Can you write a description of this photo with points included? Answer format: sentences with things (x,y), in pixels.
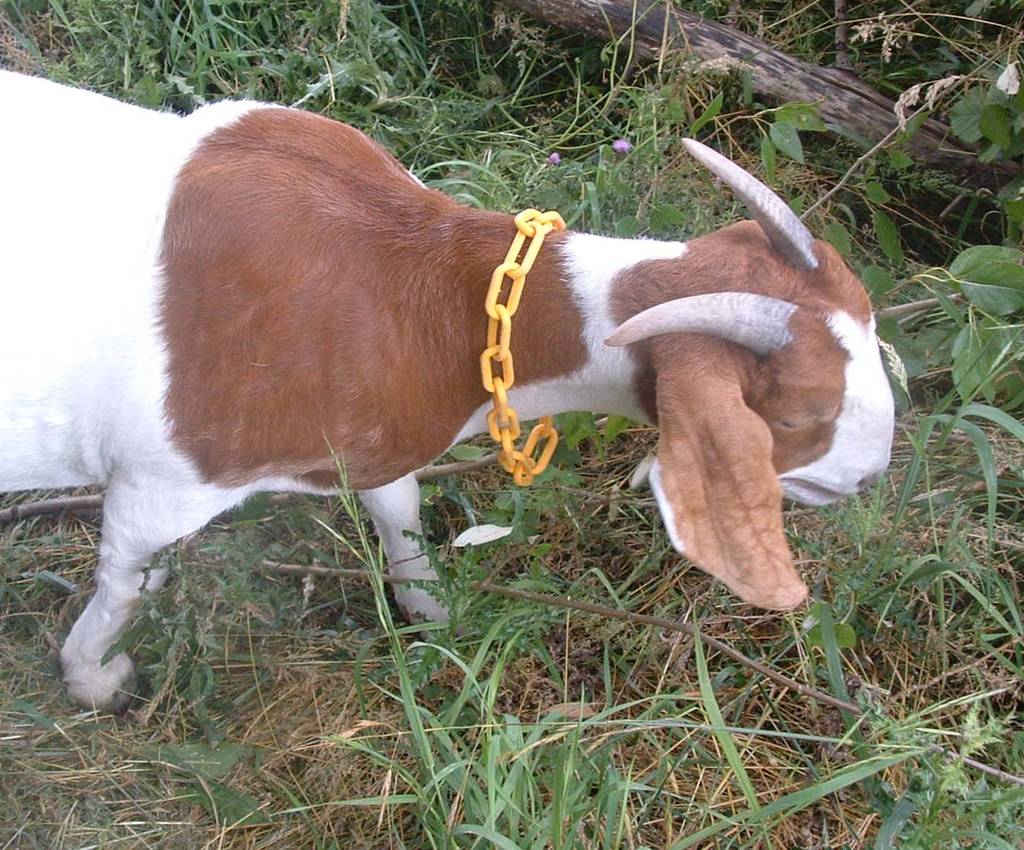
In this image, I can see a goat (187,529) standing. This looks like a plastic chain (506,364), which is yellow in color. I think this is the kind of a wooden pole (817,88). Here is the grass (430,765).
